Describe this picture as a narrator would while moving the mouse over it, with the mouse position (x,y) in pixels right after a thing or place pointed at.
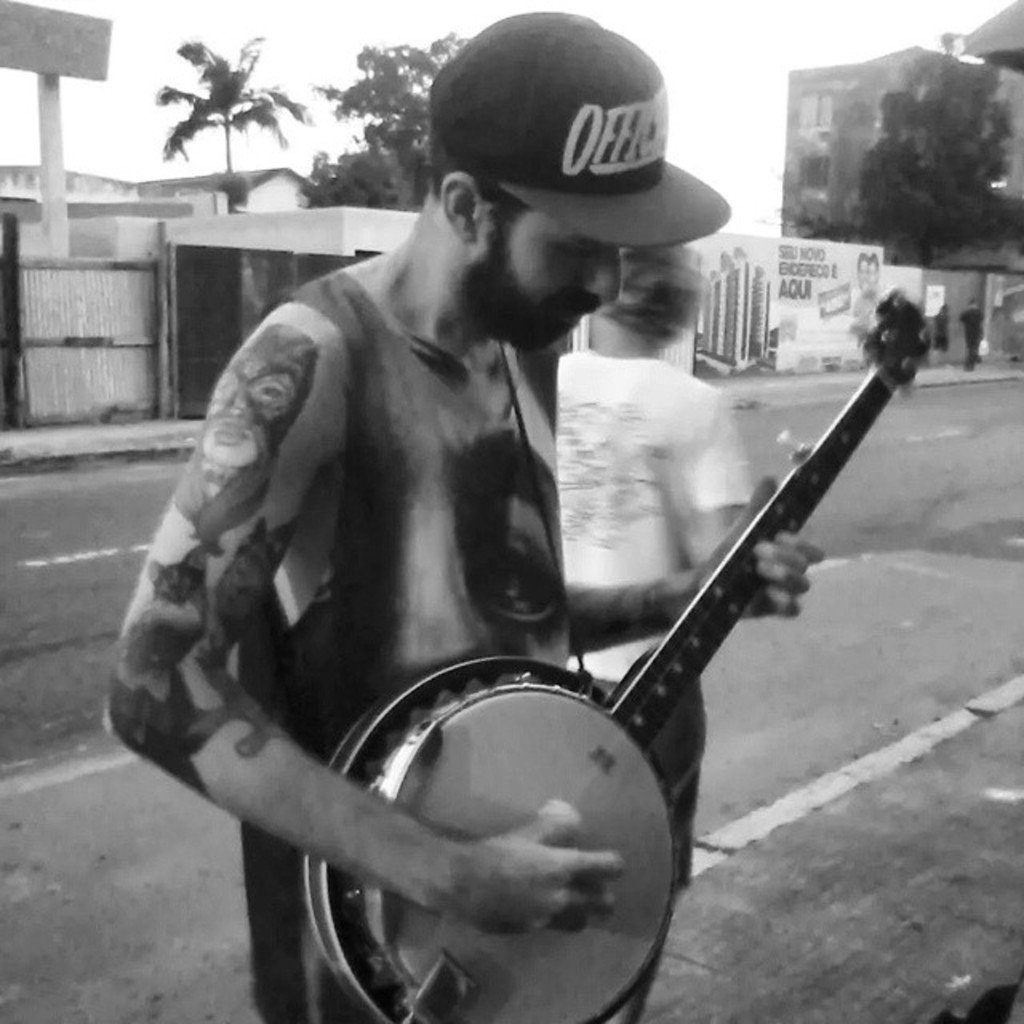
This picture consists of two people (422,378) and this guy (270,355) is holding a banjo (527,718) probably playing the banjo (547,798) and he is wearing a cap (570,124), behind there is building (196,183), there is a tree (238,77), the sky (305,167) is clear.
